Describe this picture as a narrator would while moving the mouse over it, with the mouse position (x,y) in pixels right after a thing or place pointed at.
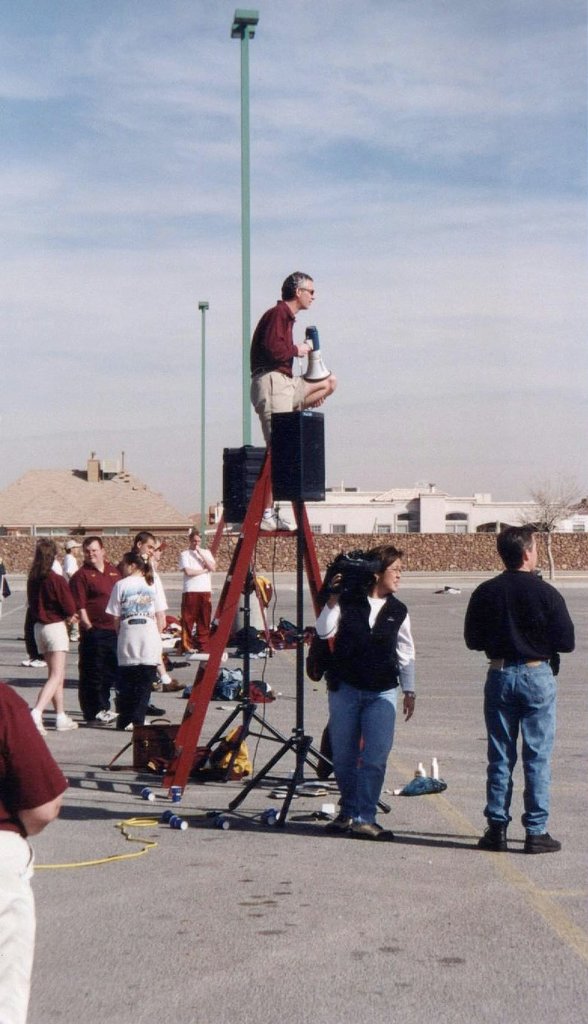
This is the man (283,388) holding a megaphone (315,367) and standing on the ladder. These are the speakers (316,459) with the stands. I can see a woman (342,605) holding a video recorder (346,568) and walking. These are the poles (242,100). This is the wall (420,553). I can see a building (439,523). There are group of people (124,704) standing. I can see few objects (235,676) placed on the road (304,805). This looks like a tree (550,538).
